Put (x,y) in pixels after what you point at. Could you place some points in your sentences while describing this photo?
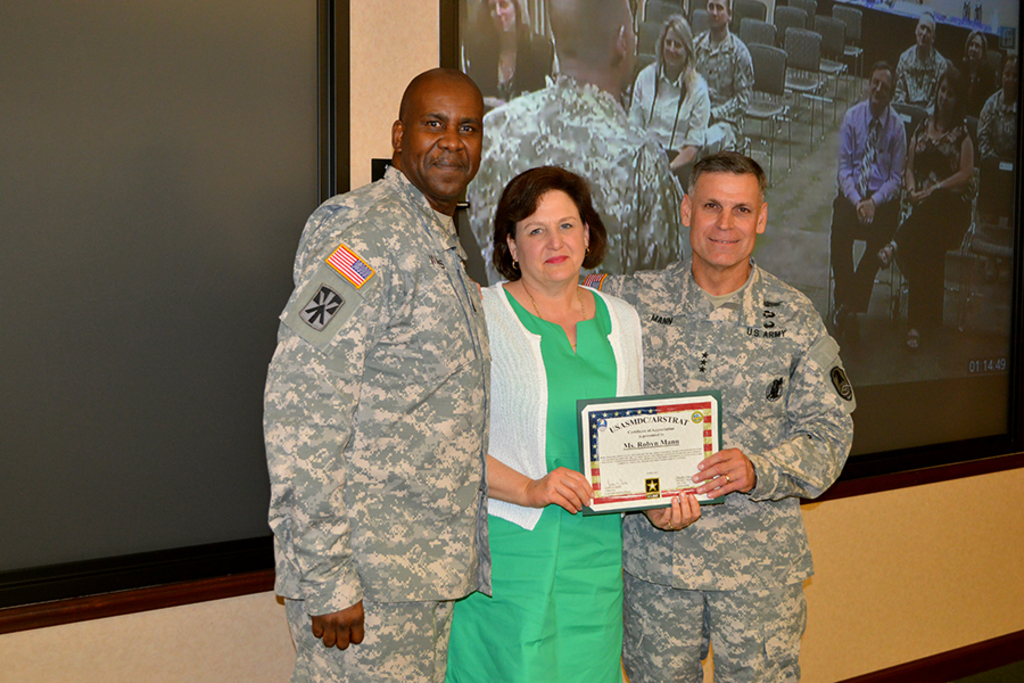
In this image we can see persons (566,238) standing and holding a certificate (633,478). In the background (231,393) there is a wall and a projector display (900,243) on it.
